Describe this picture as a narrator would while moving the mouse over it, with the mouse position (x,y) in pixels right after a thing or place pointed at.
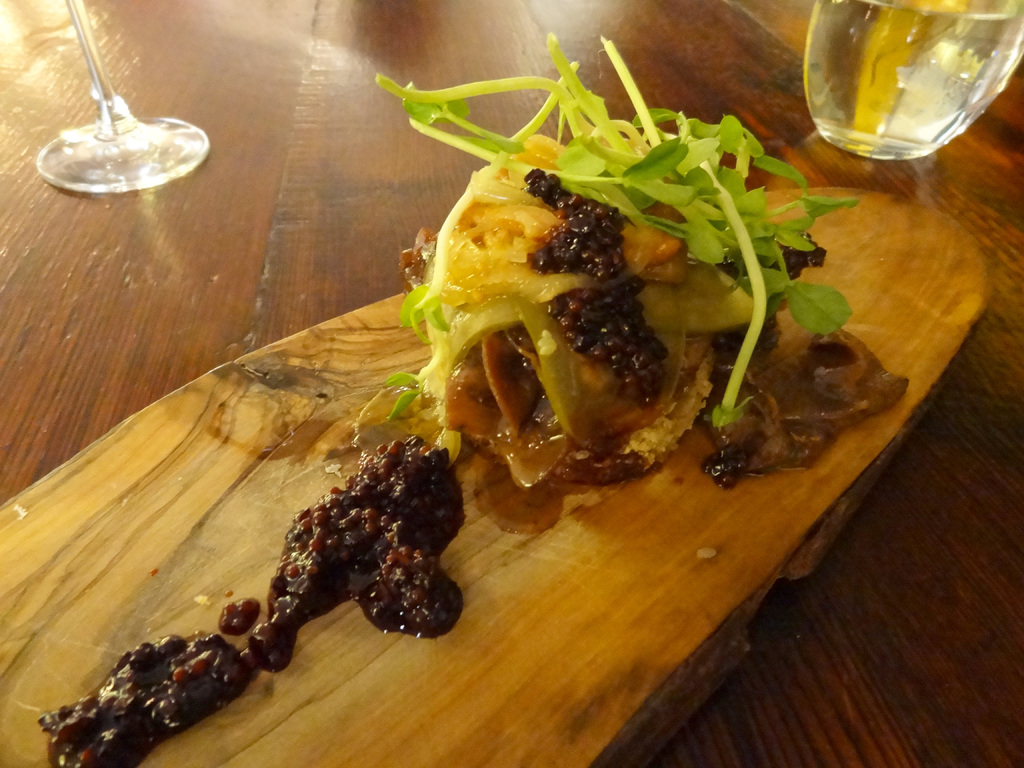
In this image there is a table (366,106) with a glass (876,106) of water (909,65), a wine glass (126,163) and a food item (454,426) on the platter (713,511).
